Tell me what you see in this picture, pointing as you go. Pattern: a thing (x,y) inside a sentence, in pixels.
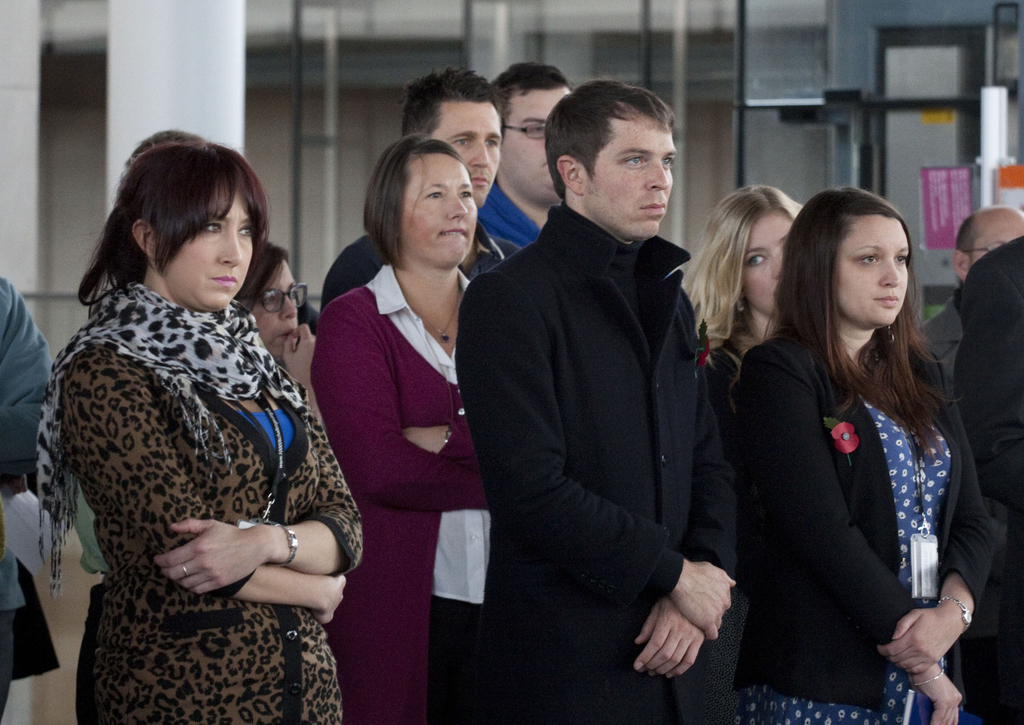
In this image we can see a crowd (239,209) standing on the ground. In the background (314,123) we can see windows (400,45), poles (301,47) and some paper (934,196) sticked on to the mirror (918,139).
